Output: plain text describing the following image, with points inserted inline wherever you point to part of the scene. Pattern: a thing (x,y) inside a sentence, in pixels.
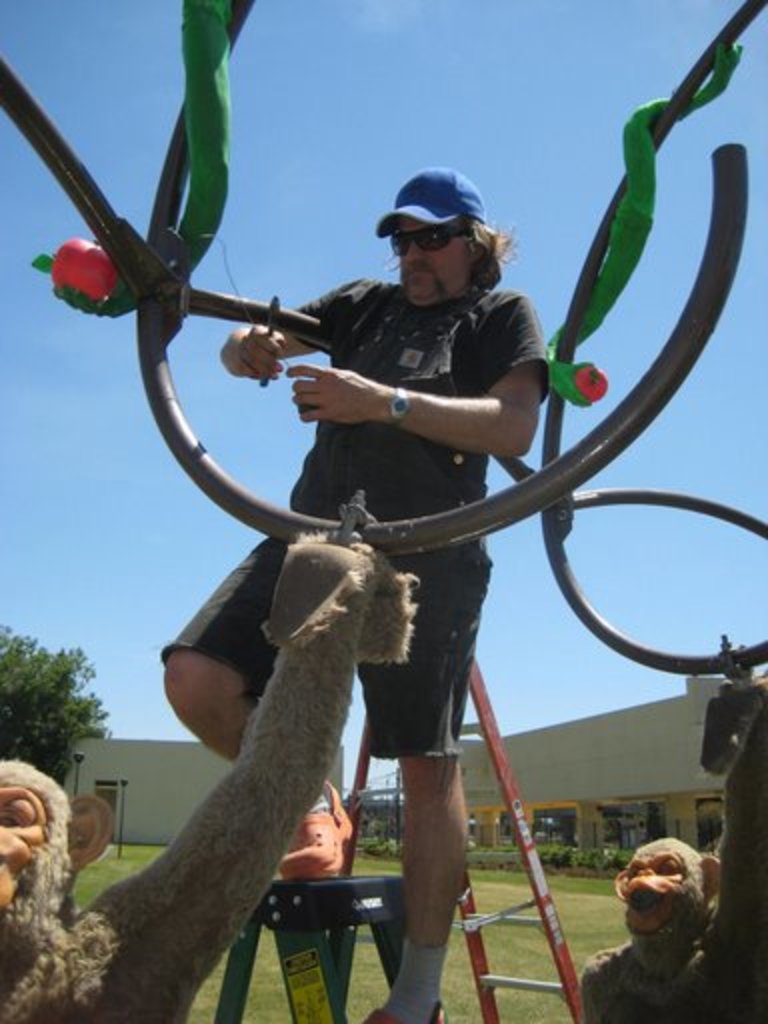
In the center of the image (391,680), we can see a person (426,864) standing on the stool (331,966) and wearing glasses (426,239) and a cap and holding an object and we can see a stand (546,539) with apples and there is a ladder (548,920) and we can see toy monkeys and there are buildings (547,770), trees (67,732) and poles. At the top (440,136), there is sky (440,136) and at the bottom (562,895), there is ground (568,889).
